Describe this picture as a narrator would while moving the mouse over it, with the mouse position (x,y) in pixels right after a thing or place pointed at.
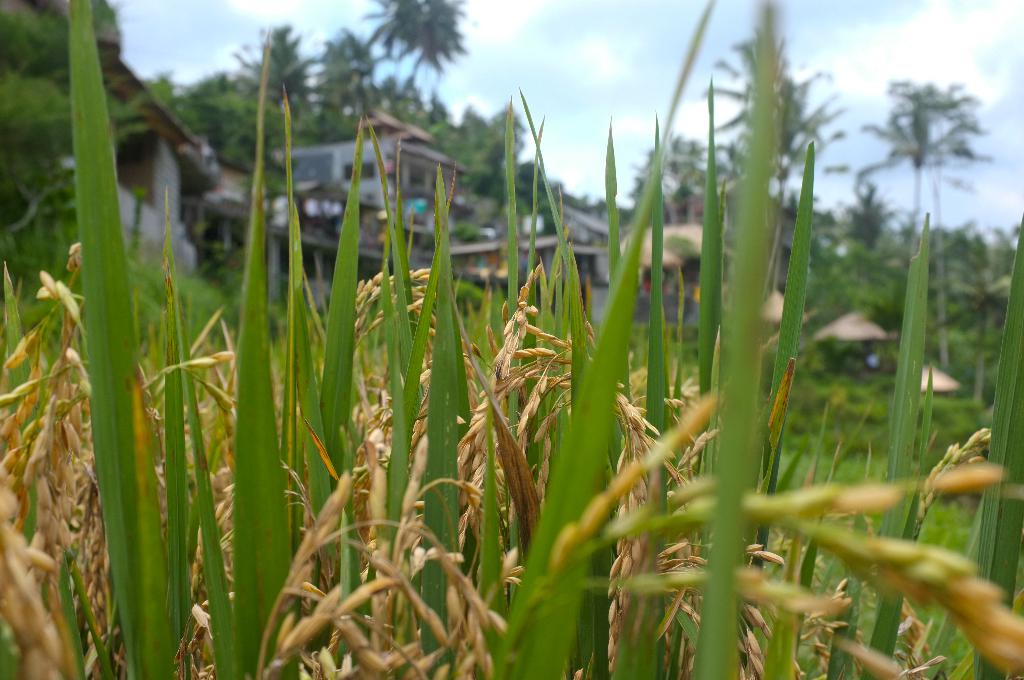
In this image, we can see some paddy plants (580,431). We can see some trees (936,225) and houses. We can also see the sky (612,40) with clouds (330,14).
